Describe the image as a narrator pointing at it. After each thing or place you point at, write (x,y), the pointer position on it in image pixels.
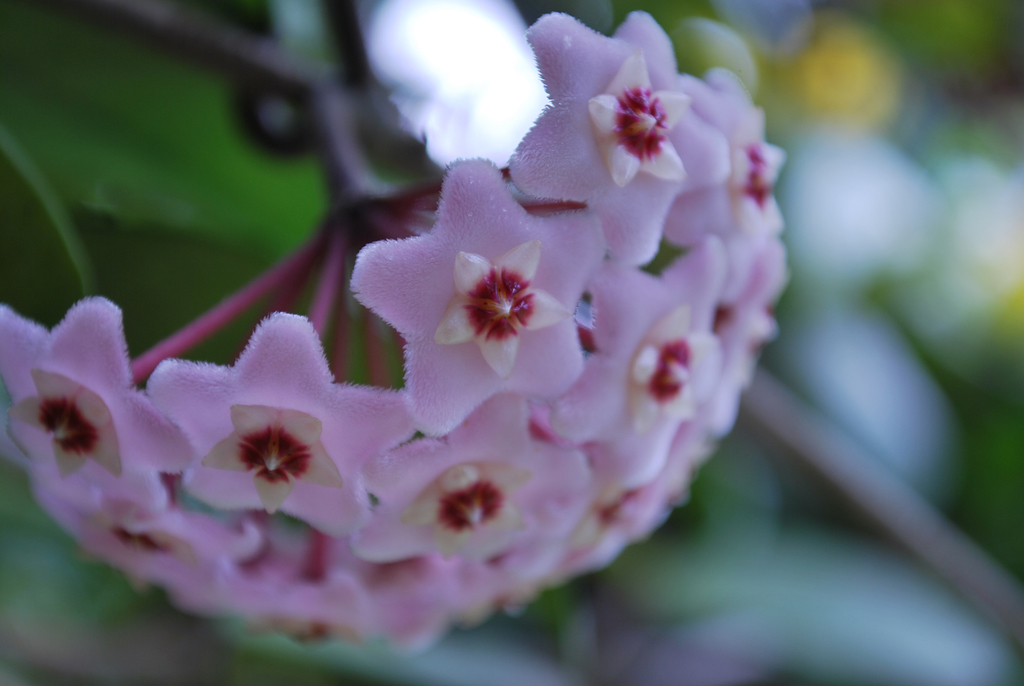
We can see flowers (181,363). In the background (787,310) it is blur.
